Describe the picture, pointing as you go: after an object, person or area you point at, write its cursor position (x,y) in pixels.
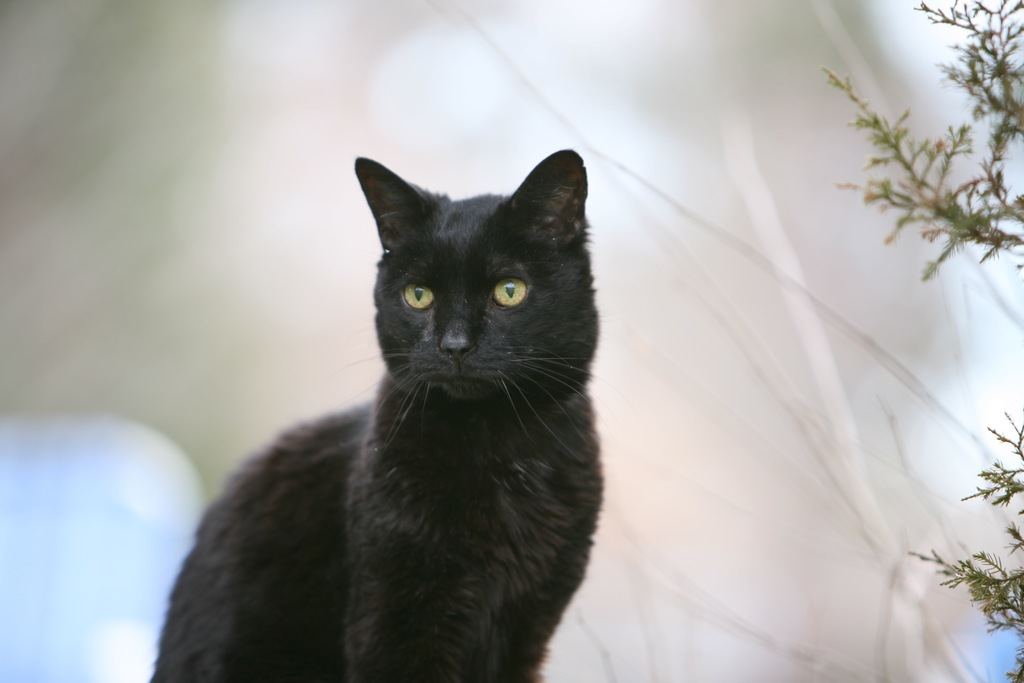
This picture shows a black cat (503,414) and we see a plant (901,227) on the side.
